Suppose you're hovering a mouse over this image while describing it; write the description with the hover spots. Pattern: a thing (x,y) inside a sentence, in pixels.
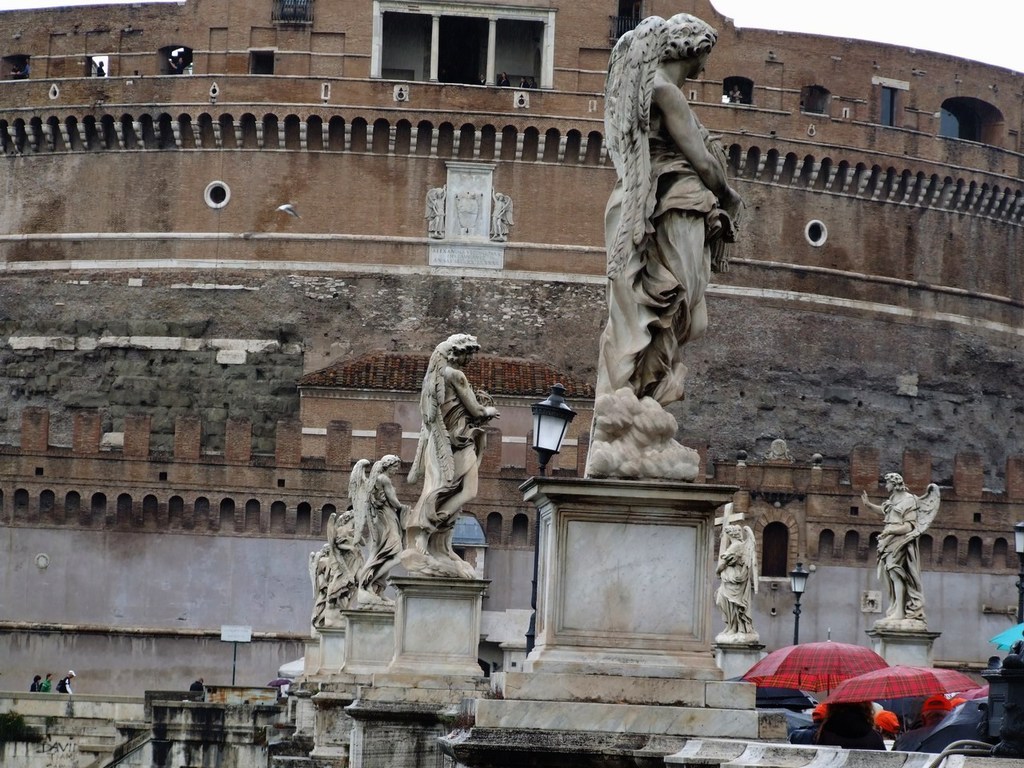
In the image there are different sculptures (577,526) and behind those sculptures (621,206) there is a building (857,359), on the right side (820,654) there are some people (928,700) holding umbrellas (854,673).
